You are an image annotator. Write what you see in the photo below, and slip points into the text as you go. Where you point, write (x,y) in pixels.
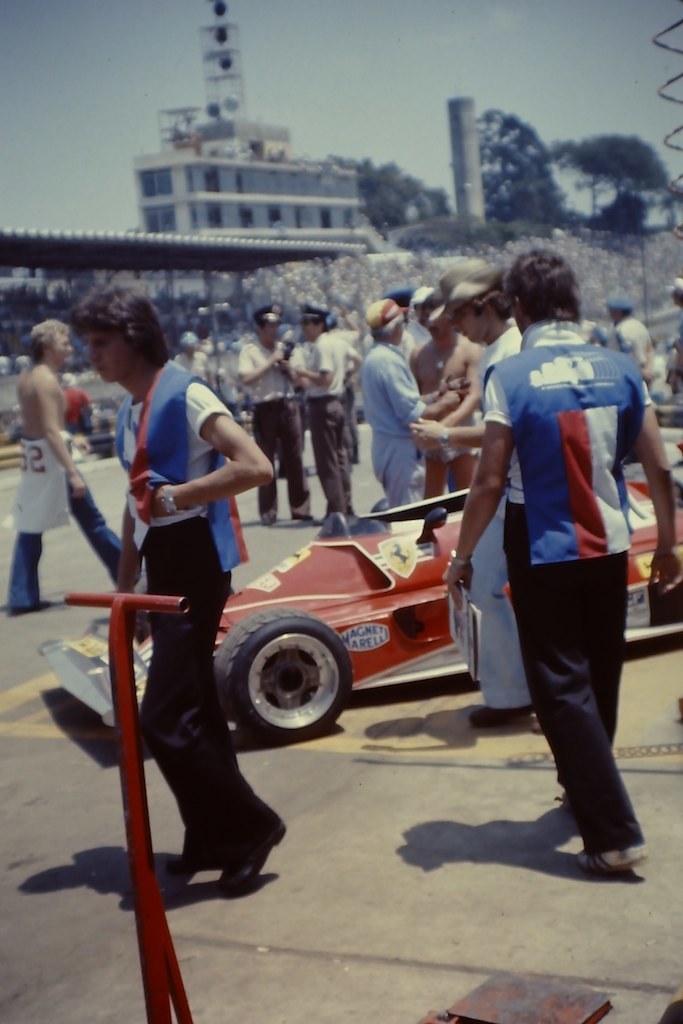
In this picture I can see a sports car (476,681), there are group of people (572,368) standing, there is a building (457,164), there are trees (485,121), and in the background (520,58) there is the sky (510,29).
